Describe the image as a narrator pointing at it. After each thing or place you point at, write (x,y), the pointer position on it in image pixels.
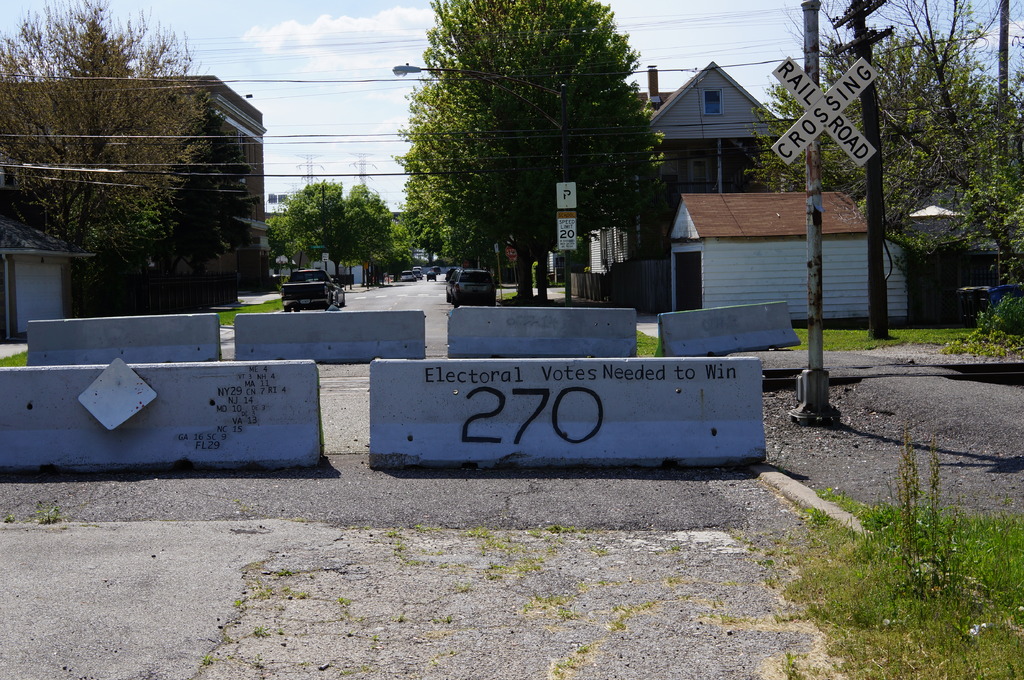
In this image, we can see barricades (452,465), roads (716,468), poles (816,173), sign boards (573,194), trees (587,190), grass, plants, vehicles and houses (783,289). Here we can see a street light (505,78) and wires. Background (380,38) we can see the sky (387,86) and transmission towers (369,164).
